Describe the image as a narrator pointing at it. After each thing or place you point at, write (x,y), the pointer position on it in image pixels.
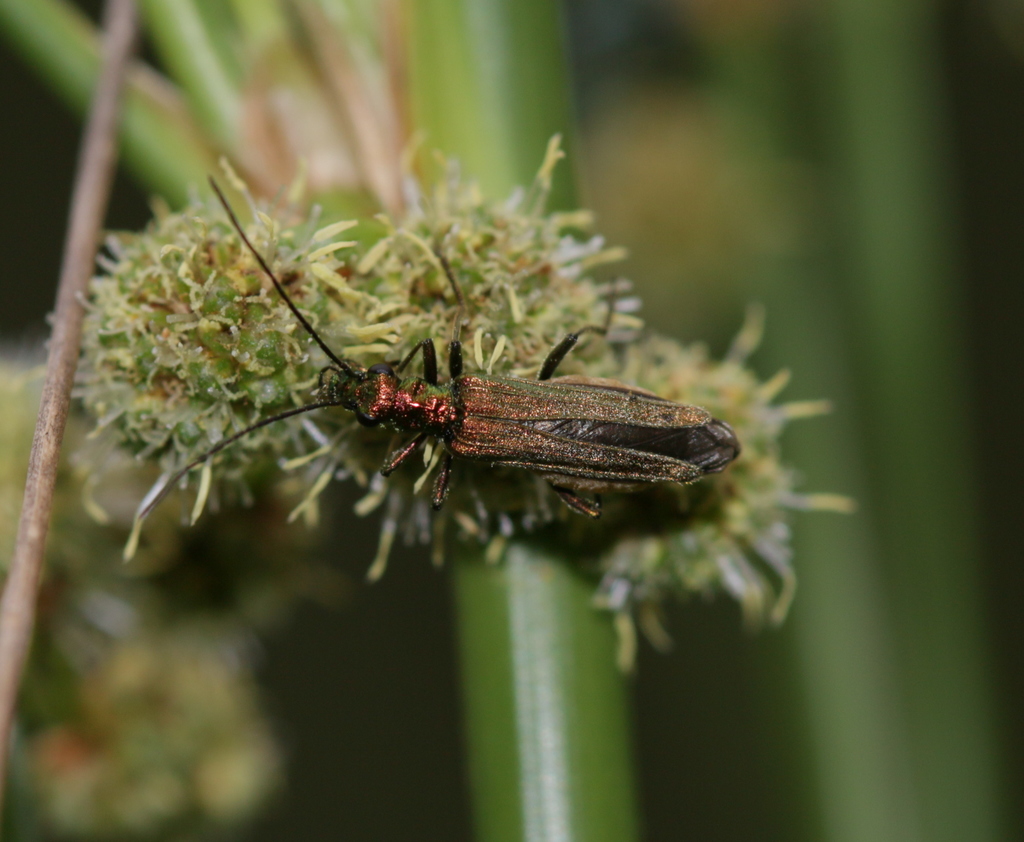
There is an insect (428,387) laying on a plant (455,301) and the background of the plant (420,307) is blur.
